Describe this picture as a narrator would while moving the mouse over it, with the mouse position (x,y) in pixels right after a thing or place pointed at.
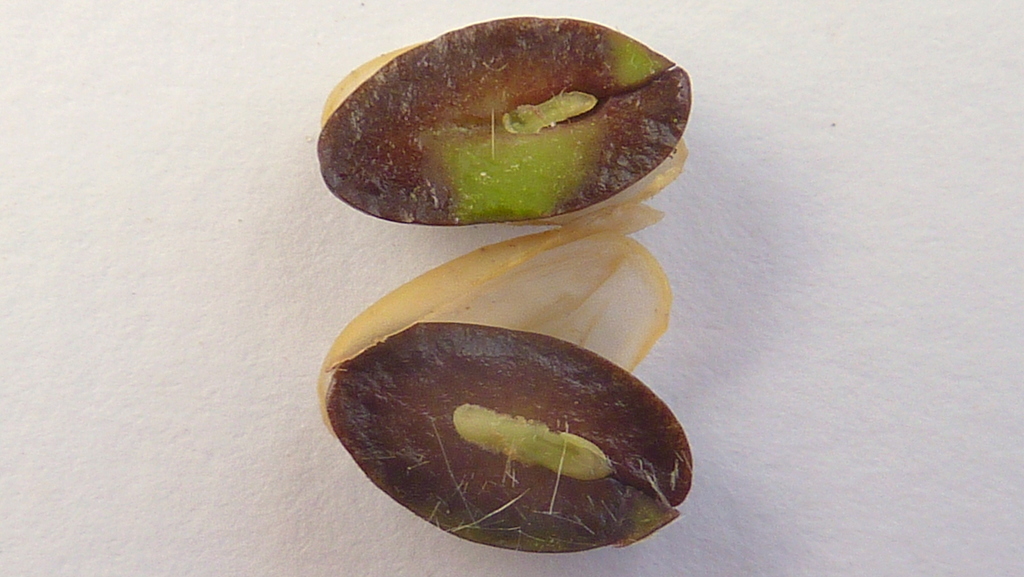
As we can see in the image there are two sides (532,510) and the layers (461,289) of the seeds (381,134).
